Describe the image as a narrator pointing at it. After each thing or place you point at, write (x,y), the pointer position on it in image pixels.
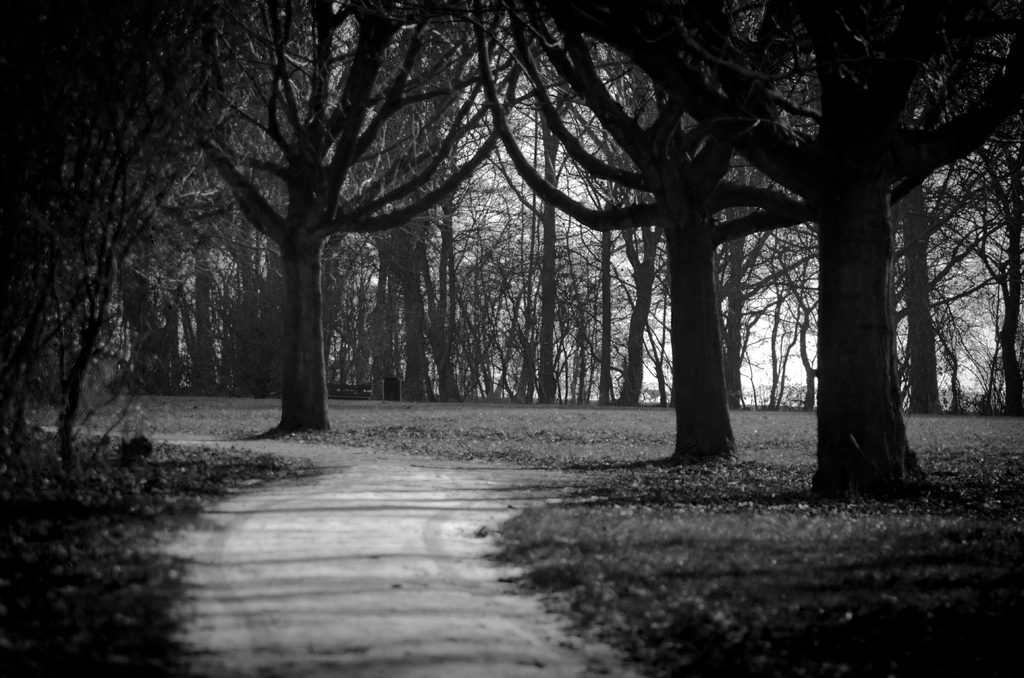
In this image I can see the path (387,534), the ground (716,597) and few trees (677,193). In the background (526,209) I can see the sky (594,238).
